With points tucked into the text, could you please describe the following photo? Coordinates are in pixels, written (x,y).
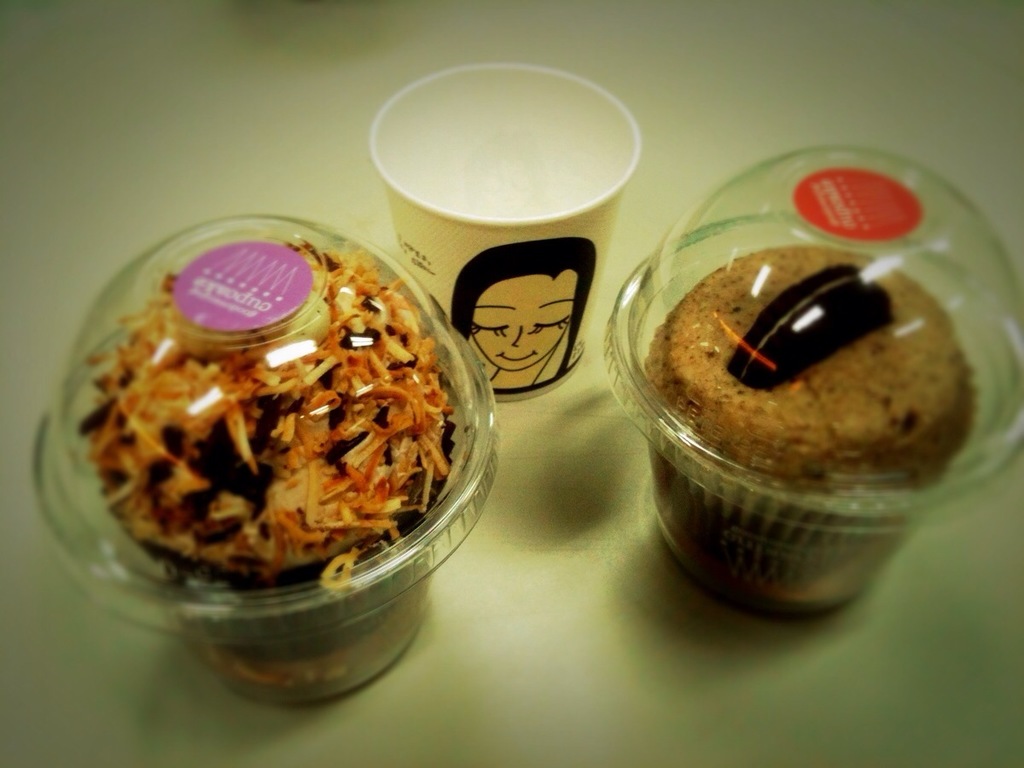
In this image we can see food items (280,484) in the plastic container (400,545) and there are placed on a white surface (545,512). There is a white glass (534,115) with a label (485,273). On the label (507,327) we can see some text (414,249) and image (498,299).
